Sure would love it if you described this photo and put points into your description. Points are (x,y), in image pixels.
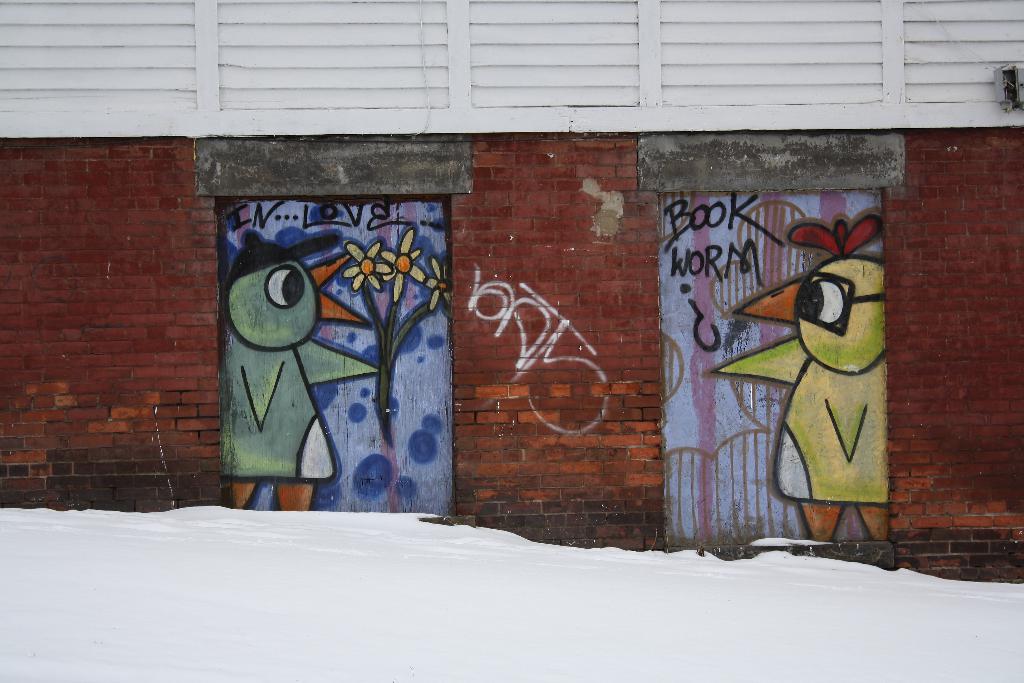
In this picture we can see doors (383,412) with painting (354,353) on it, here we can see a wall (543,419).
